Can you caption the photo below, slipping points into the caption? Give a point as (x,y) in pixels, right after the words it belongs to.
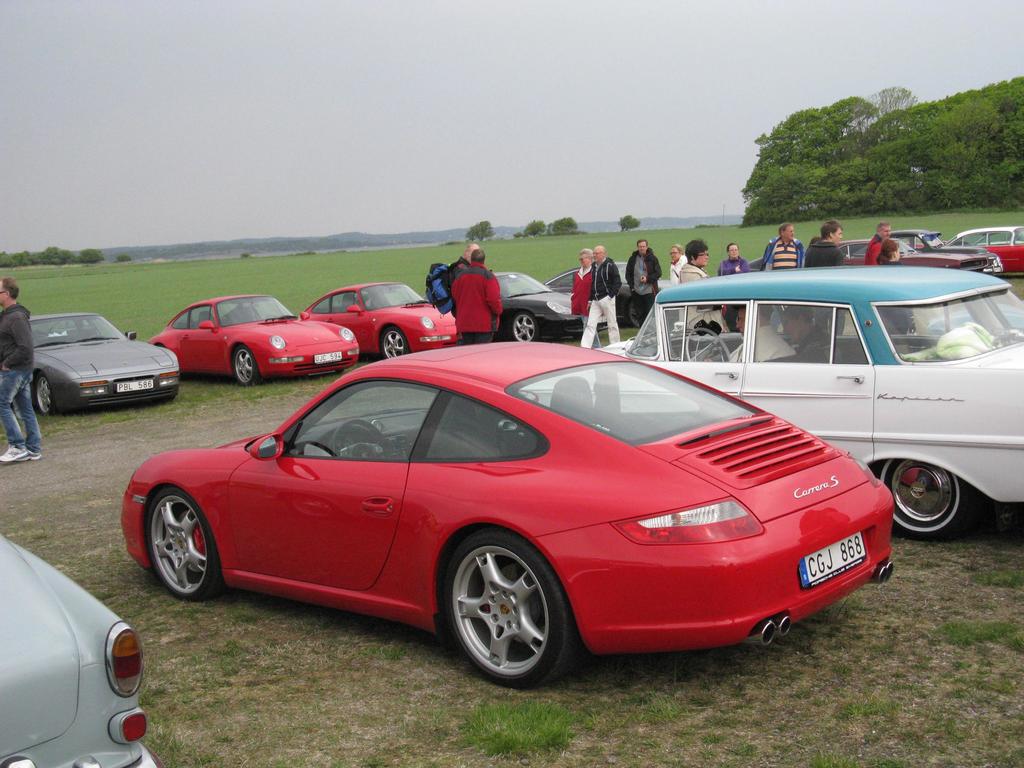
In this image we can see many cars (413,456). There are many people (592,300) in the image. There are many hills (307,243) in the image. There is a grassy land (289,264) in the image. There is the sky (572,91) in the image.
